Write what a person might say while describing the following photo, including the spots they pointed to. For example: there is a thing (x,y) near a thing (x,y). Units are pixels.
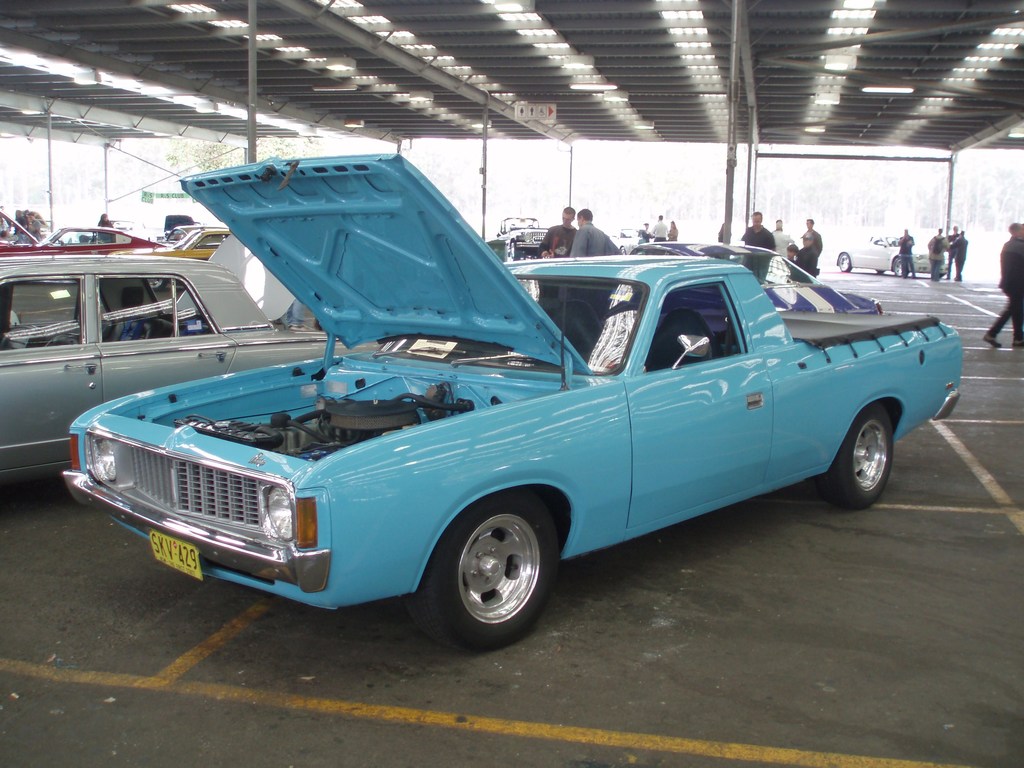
In this image we can see group of vehicles (404,232) parked in a parking lot (634,635). In the background (1017,308), we can see group of people (961,264) standing, group of poles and a shed (973,101).
